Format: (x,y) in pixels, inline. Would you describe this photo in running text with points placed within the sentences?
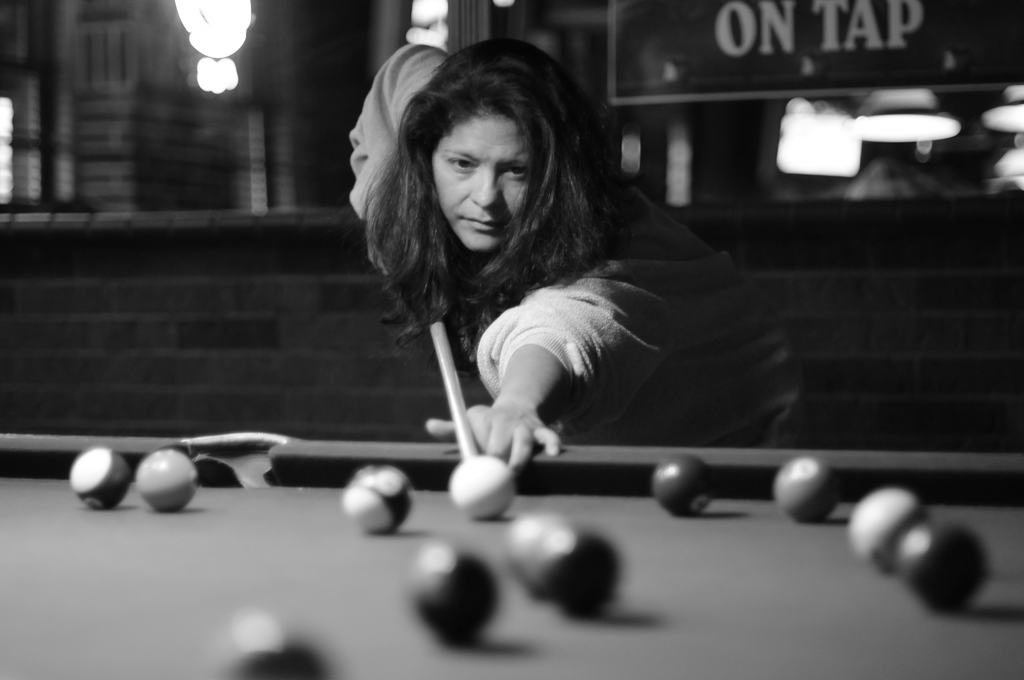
In this image we can see a woman (484,308) playing billiards.
